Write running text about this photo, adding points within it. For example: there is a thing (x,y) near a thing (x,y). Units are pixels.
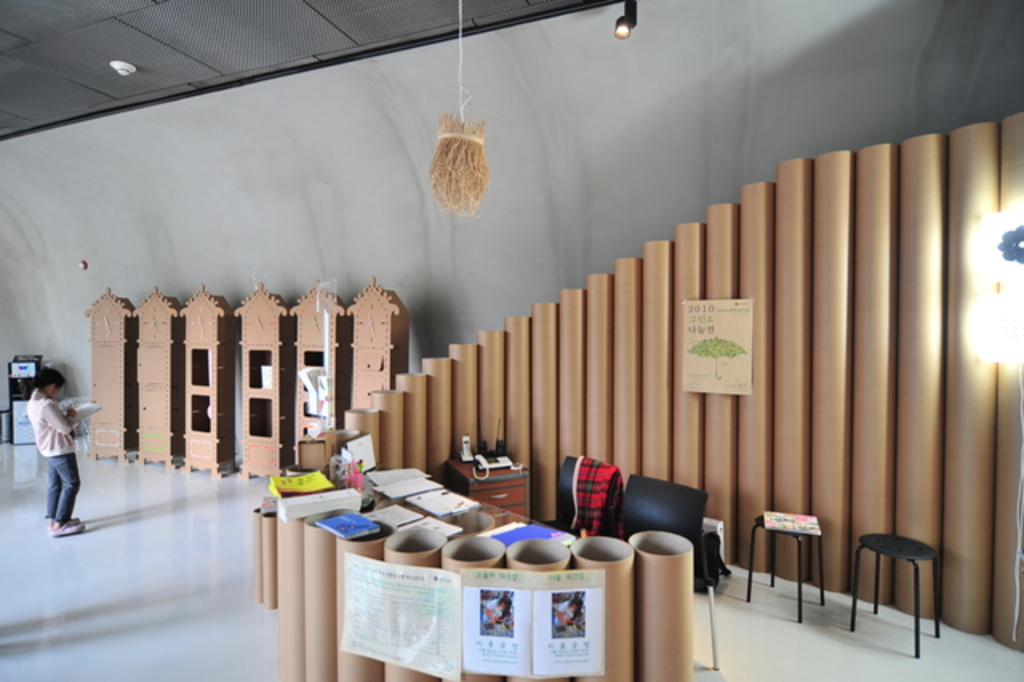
This picture is clicked inside the hall (147,493). In the foreground (416,638) we can see the text (417,606) and the pictures (558,608) on the posters (437,618) and we can see there are some books (359,527) and some objects (349,486) are placed on the top of the table (489,522) and we can see the chairs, stools (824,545), telephones (487,466) and some other objects (579,502). At the top (294,71) there is a roof (275,29) and the lights (628,28) and we can see an object (465,137) hanging on the roof (464,19). In the background (572,163) we can see the wall (577,162), wooden cabinets (204,323) containing some objects (329,418) and we can see a person (73,410) holding some objects (99,409) and standing on the floor (139,573) and we can see the group of objects (783,206) seems to be the wooden objects (610,388) and we can see many other objects (1015,337).
